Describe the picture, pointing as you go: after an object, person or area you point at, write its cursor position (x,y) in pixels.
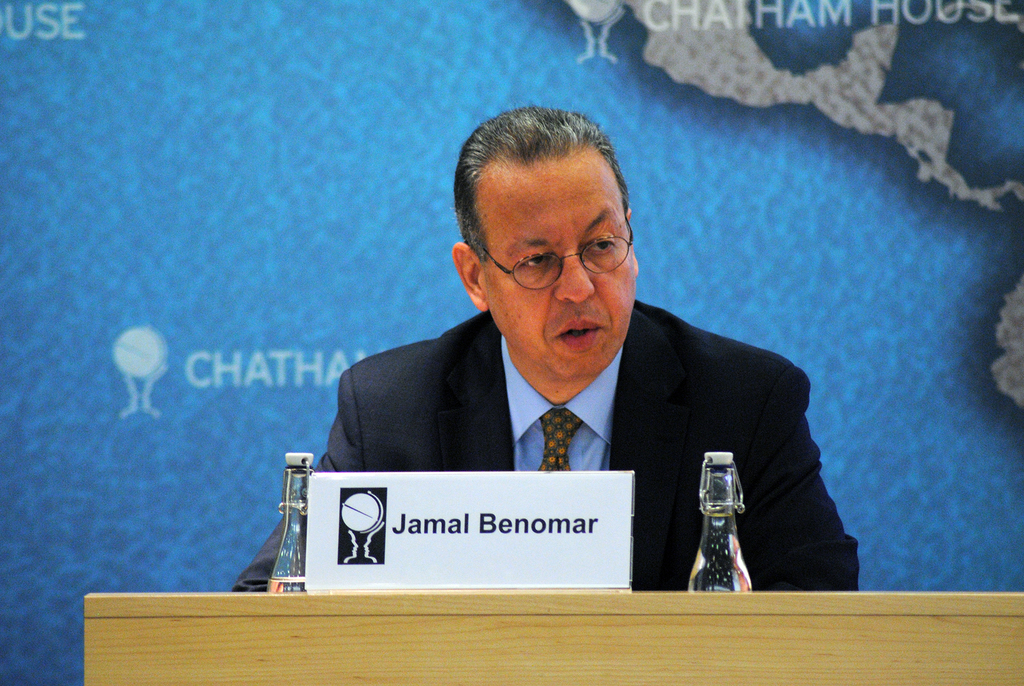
At the bottom of the image (526,541) there is a table (948,627), on the table (938,643) there are some bottles (306,481) and banner (580,490). Behind the table (466,667) a person (700,356) is sitting. Behind him there is a banner (178,47).
